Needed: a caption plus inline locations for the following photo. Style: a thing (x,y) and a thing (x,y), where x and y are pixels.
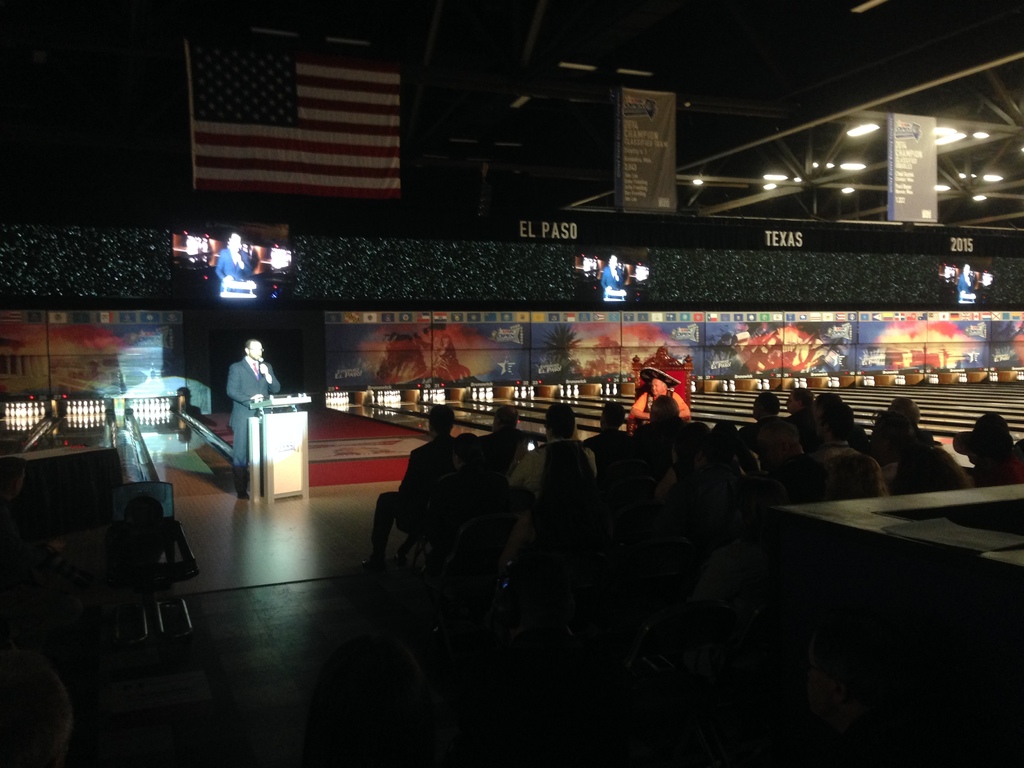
In this image there is a man (251,398) standing at a podium (259,431). In front of him there are many people (588,468) sitting on the chairs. Behind him there is a wall (502,212). There are boards (668,161) with text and a flag (391,131) on the wall (398,264). There are display screens (605,267) on the wall (888,258). The image is dark.
